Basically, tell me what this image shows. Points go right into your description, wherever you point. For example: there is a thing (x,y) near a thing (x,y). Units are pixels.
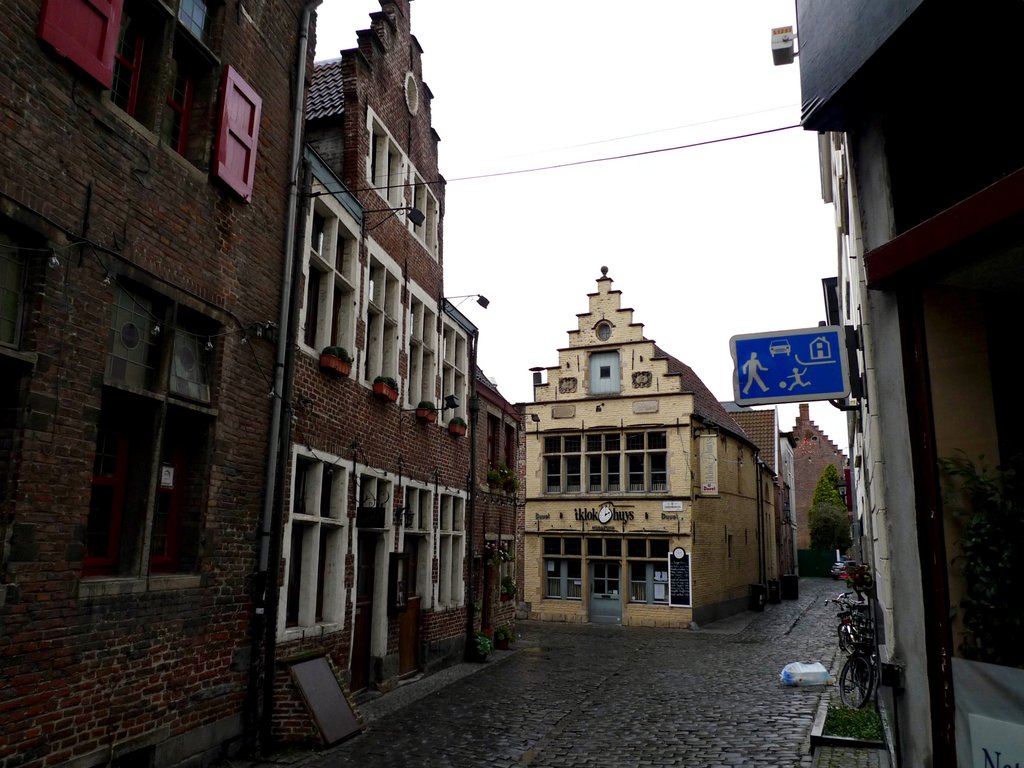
In this image we can see building (428,503) with windows (340,490), pillars (580,469). Also there is a sign board (790,376). Near to the building (882,573) there are cycles (845,636). In the background (657,221) there is sky (630,175).
